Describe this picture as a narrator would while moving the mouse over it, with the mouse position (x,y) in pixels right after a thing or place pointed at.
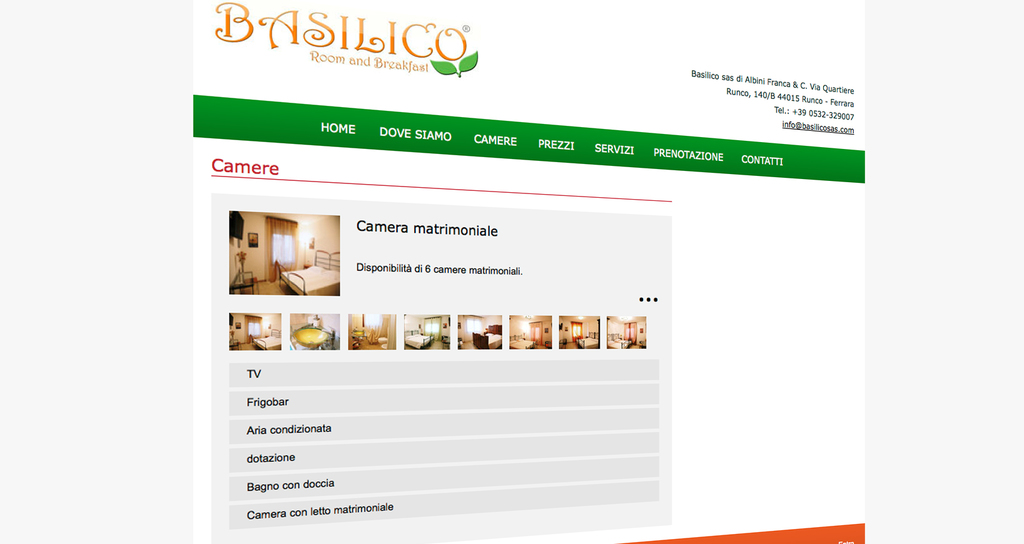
In this picture we can see a webpage (638,307), in this we can find some text (417,229).
